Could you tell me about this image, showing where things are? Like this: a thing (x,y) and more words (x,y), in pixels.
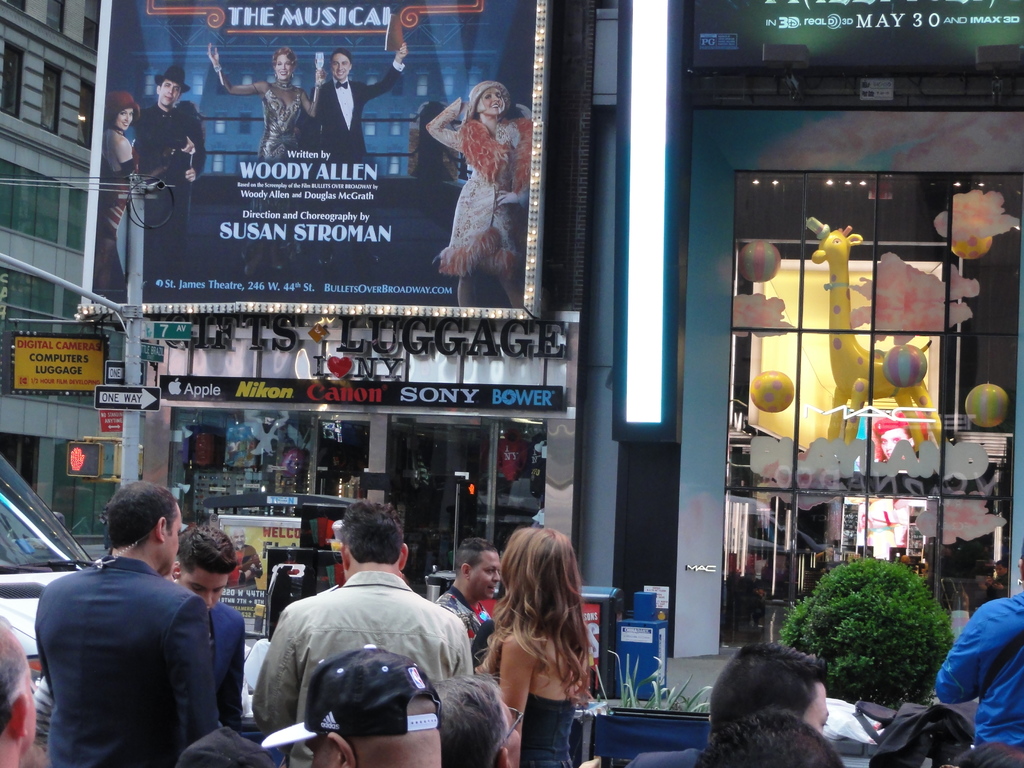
In this picture we can see some boys (362,691) and girls (557,677) standing in front (482,714) side of the road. Behind there is a camera shop (296,470). On the top (168,142) we can see the advertisement banner board (506,302). Beside there is a cosmetics shop (965,487) and a building (804,542).
